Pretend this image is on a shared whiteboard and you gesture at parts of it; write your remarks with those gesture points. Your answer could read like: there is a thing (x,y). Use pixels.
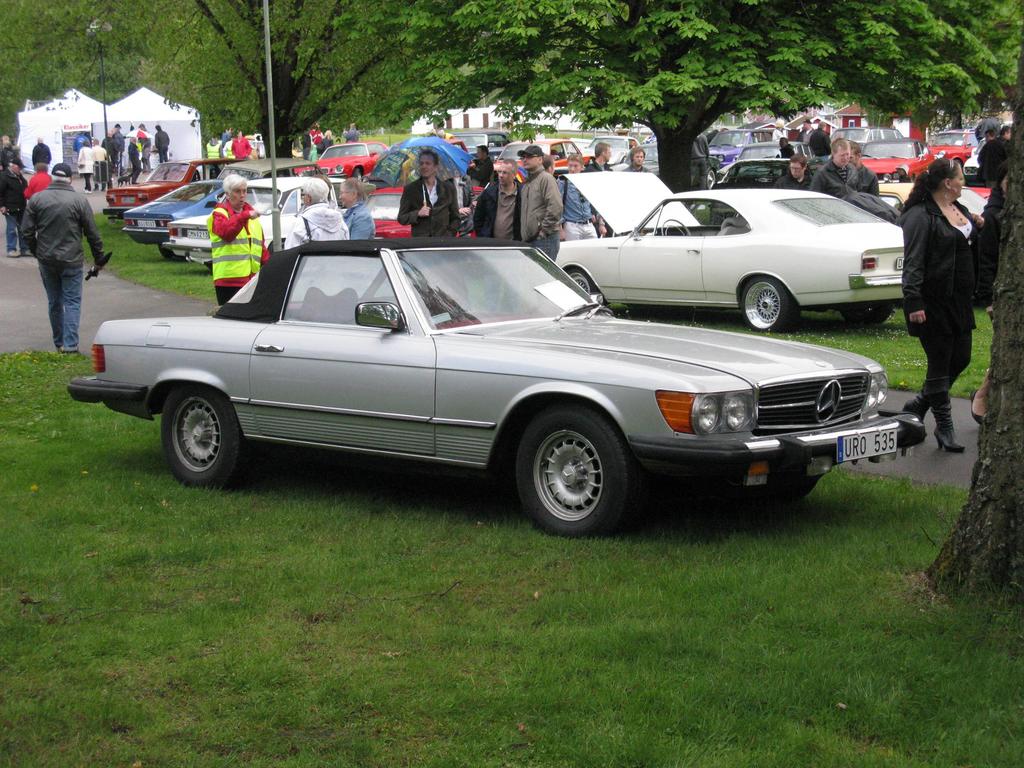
Here we can see cars (592,321) parked on the grass (150,426). In the background (70,239) there are few people (70,239) standing and walking on the path (142,287) and we can also see poles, trees (197,40), tents (88,107) and buildings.
